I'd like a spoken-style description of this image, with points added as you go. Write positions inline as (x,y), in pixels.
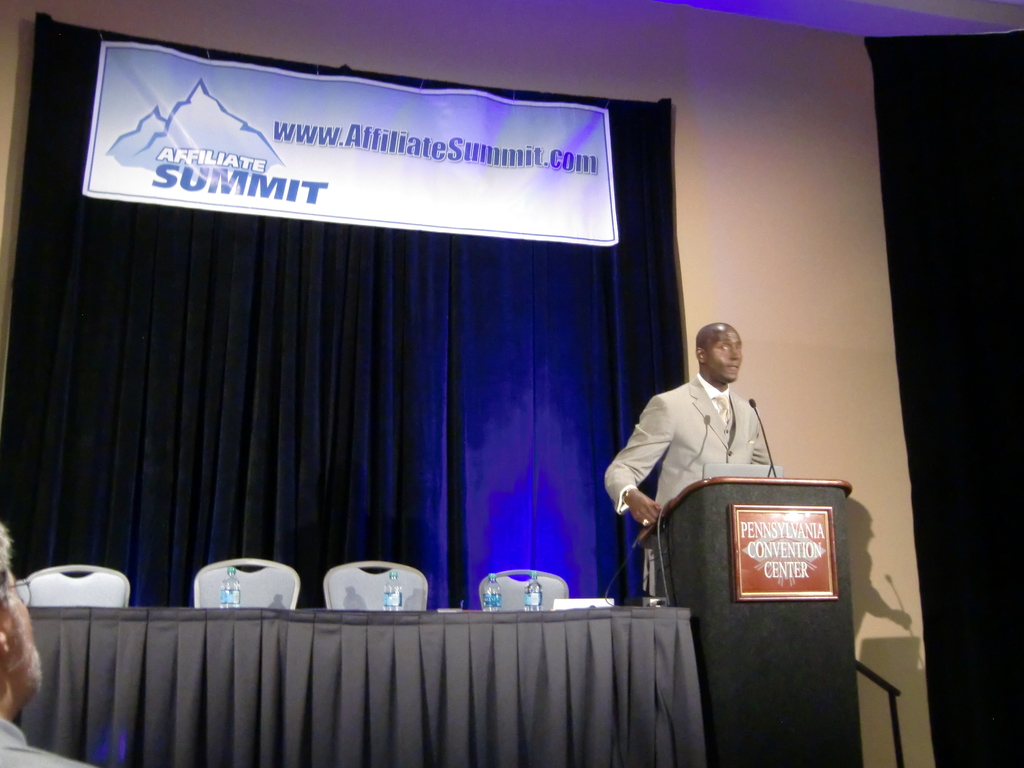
It is a meeting and there is a person (621,477) standing in front of a table (710,531) and he is speaking something, On the left side (334,589) there are four chairs (373,587) kept in front of a table (560,653) and on the table (263,608) there are four water bottles (488,594), in front of a table (52,686) there is a person (21,658) and his face (17,619) is partially visible and in the background (290,324) there is a blue curtain (396,288) and on the curtain (31,254) there is a banner (341,165). Behind the banner (509,204) there's a wall (325,19).
